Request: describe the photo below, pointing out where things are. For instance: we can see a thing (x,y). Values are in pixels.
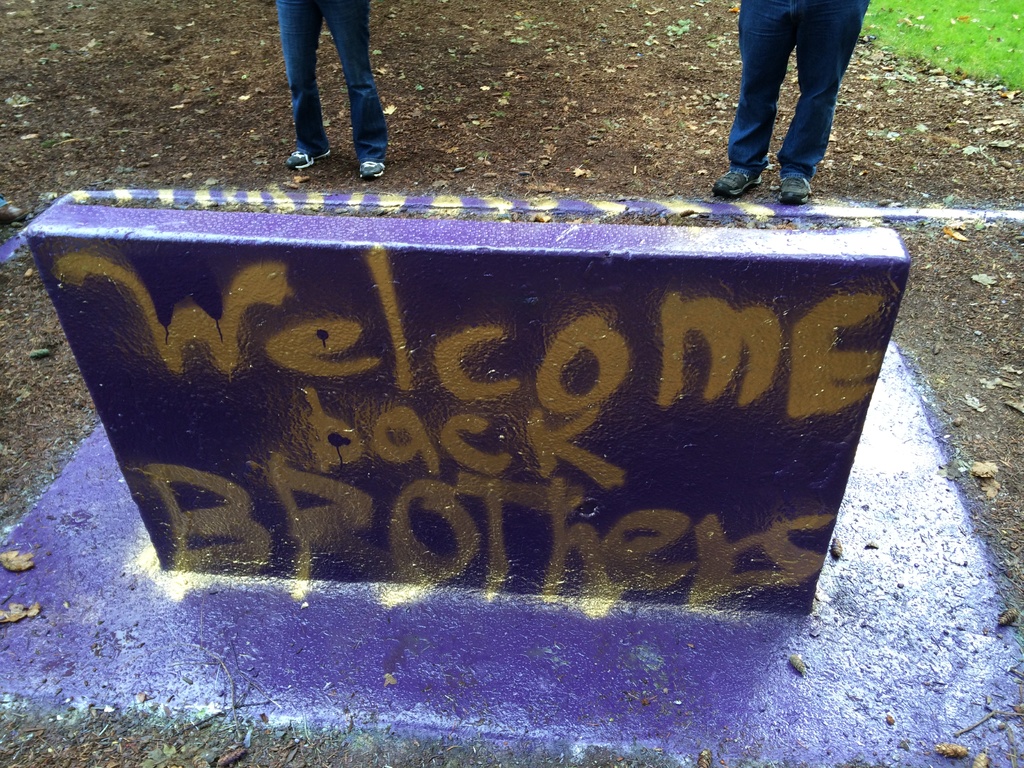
In this picture, we see a small pillar (285,404) in violet color. We see some text (674,356) written as "Welcome Back Brothers". Behind that, we see the rope (370,212) in violet color. Behind that, we see the legs (768,110) of two people (297,41) who are standing. In the background (711,106), we see grass (923,35), soil (601,81) and dried leaves (488,90).
